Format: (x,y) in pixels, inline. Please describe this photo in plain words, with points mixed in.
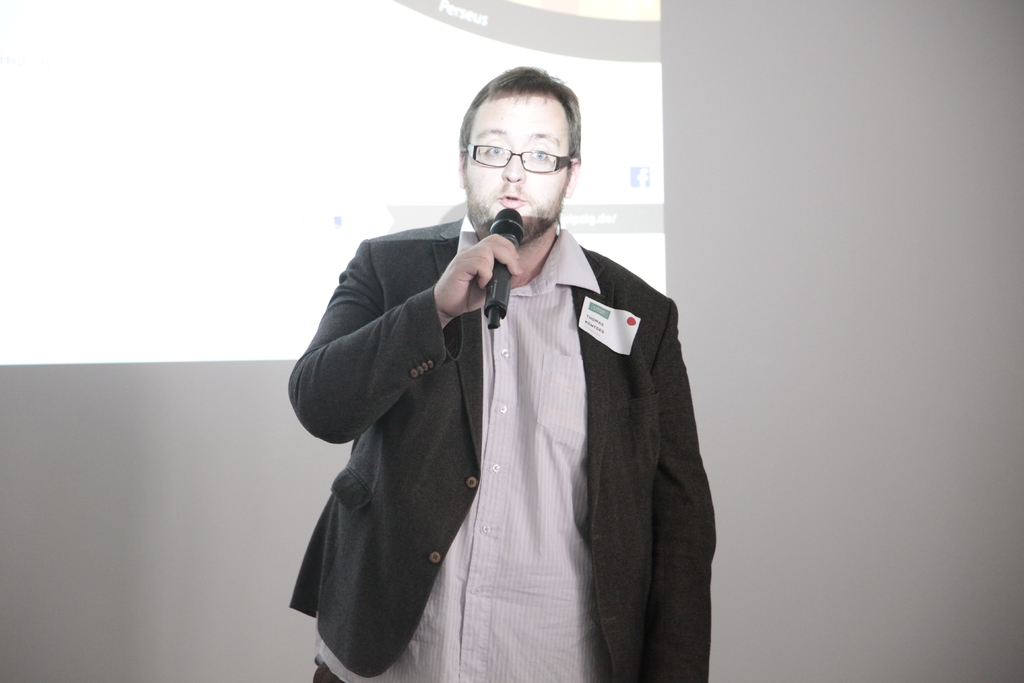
This picture shows a man (459,382) standing and holding a mic (499,264) in his hand (489,252) and speaking. In the background (296,129) there is a projector display screen (299,197) on the wall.
